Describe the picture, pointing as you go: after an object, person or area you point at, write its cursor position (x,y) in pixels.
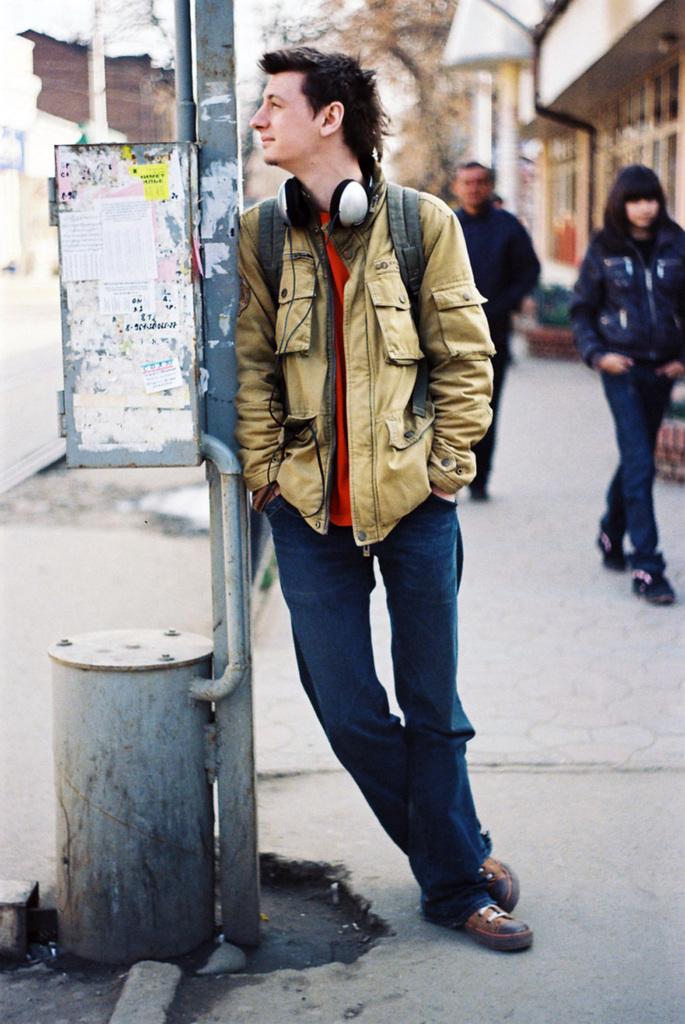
In this image in front there is a person (350,460). Beside him there is a pole (240,885) and there is a metal object (194,839). Behind him there are two other people (645,224) walking on the road (551,665). In the background of the image (457,130) there are buildings (506,75), trees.
